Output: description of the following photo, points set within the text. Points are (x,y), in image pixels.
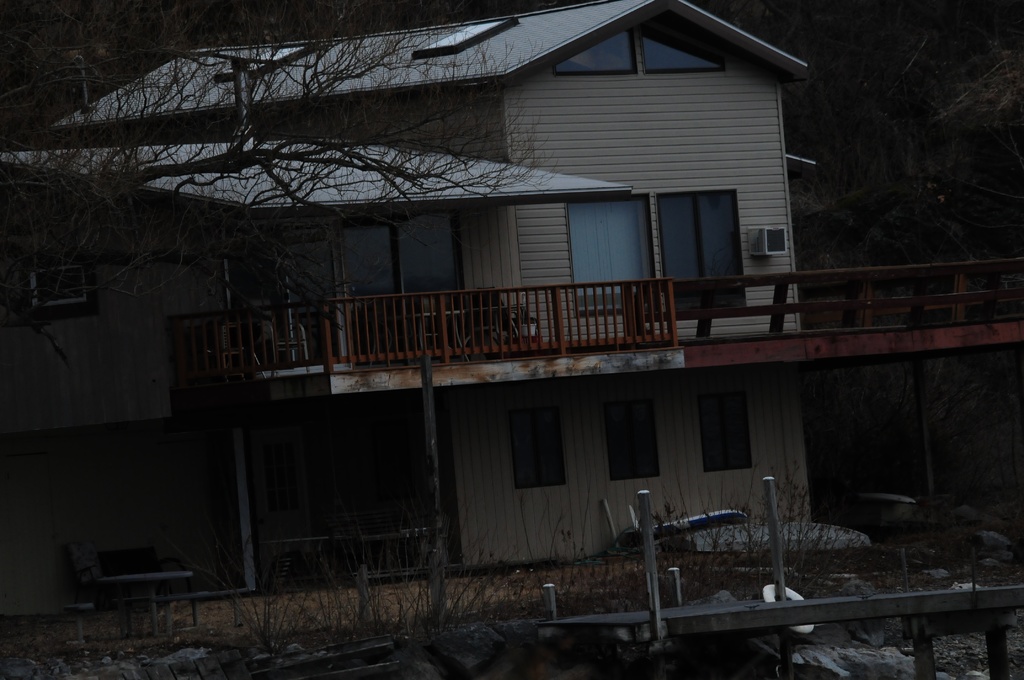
As we can see in the image there are buildings (636,140), trees (278,166), fence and plants (342,615). The image is little dark.
